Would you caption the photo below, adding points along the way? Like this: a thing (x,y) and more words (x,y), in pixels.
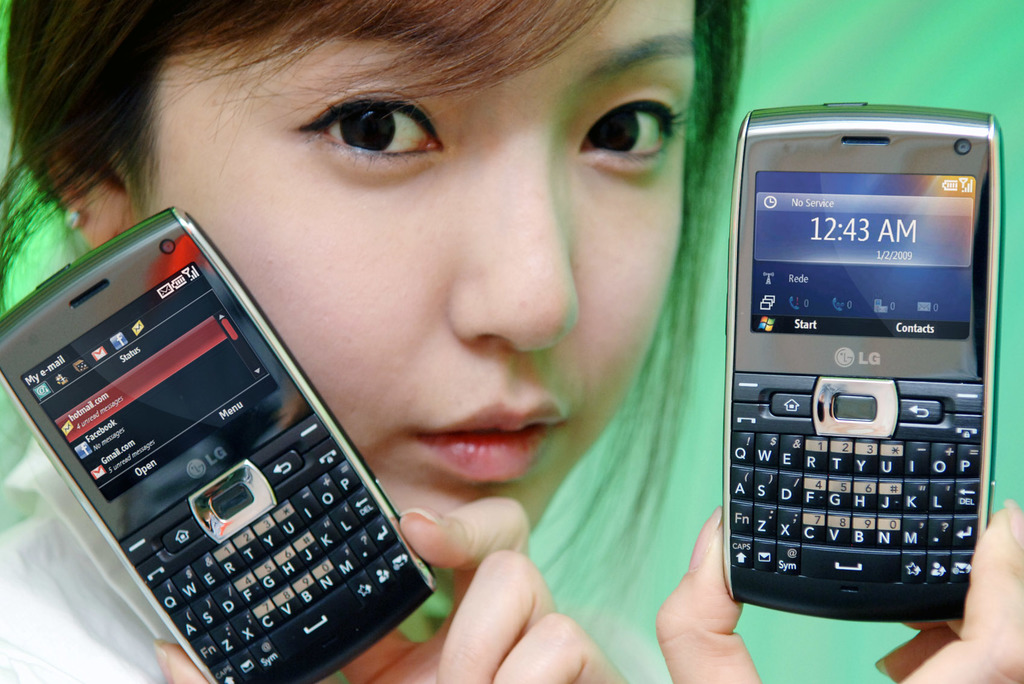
In this image I can see a girl (177,150) and I can see she is holding two cell phones (365,478). I can also see green colour in the background (865,45).
